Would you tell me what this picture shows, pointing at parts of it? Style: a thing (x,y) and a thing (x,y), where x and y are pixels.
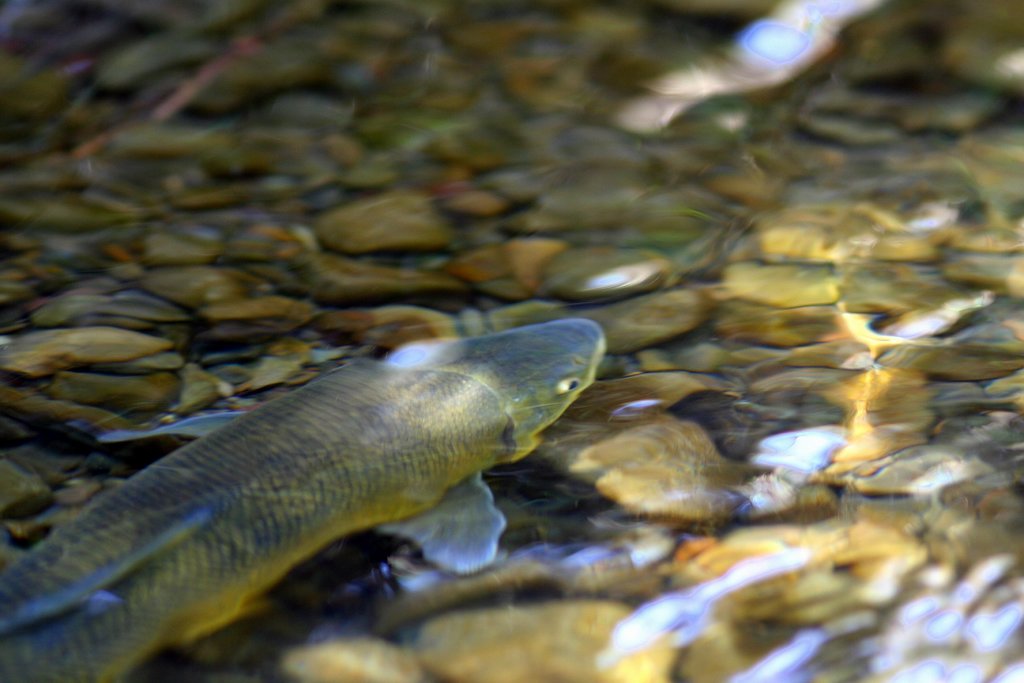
On the left side of this image (209,542) there is a fish (346,444) in the water (580,506). Under the water (770,261) there are many stones (766,346).
